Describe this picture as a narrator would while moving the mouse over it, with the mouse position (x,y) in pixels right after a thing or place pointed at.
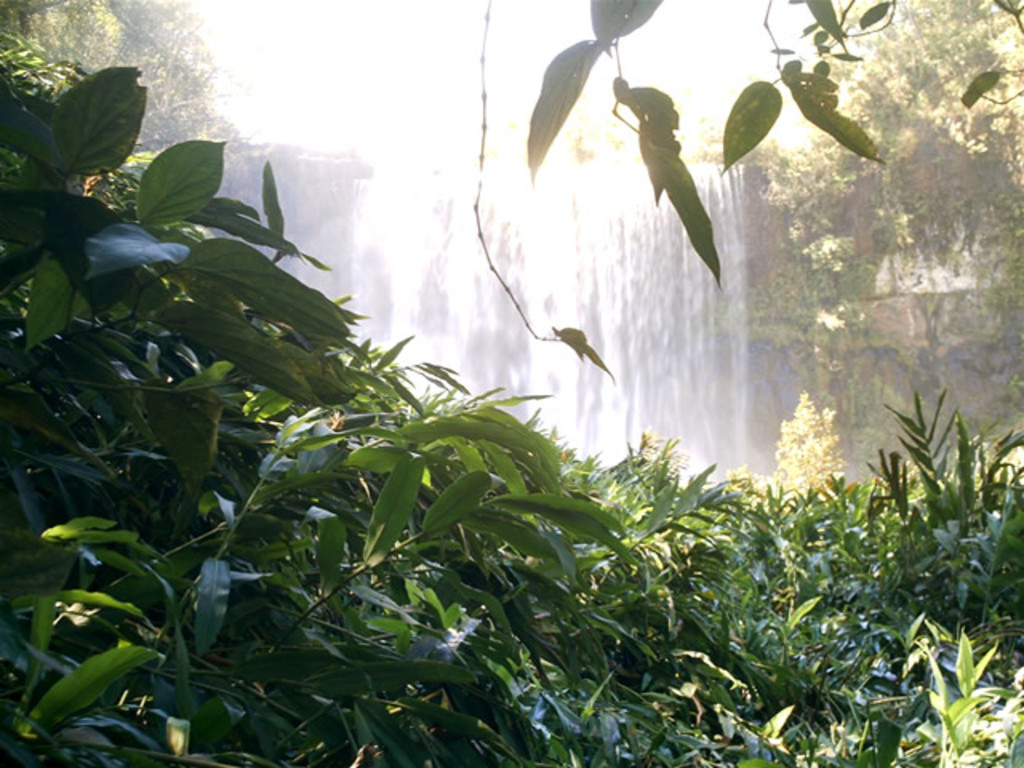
In this image we can see waterfall (491,288), plants (408,497) and trees (683,160).
